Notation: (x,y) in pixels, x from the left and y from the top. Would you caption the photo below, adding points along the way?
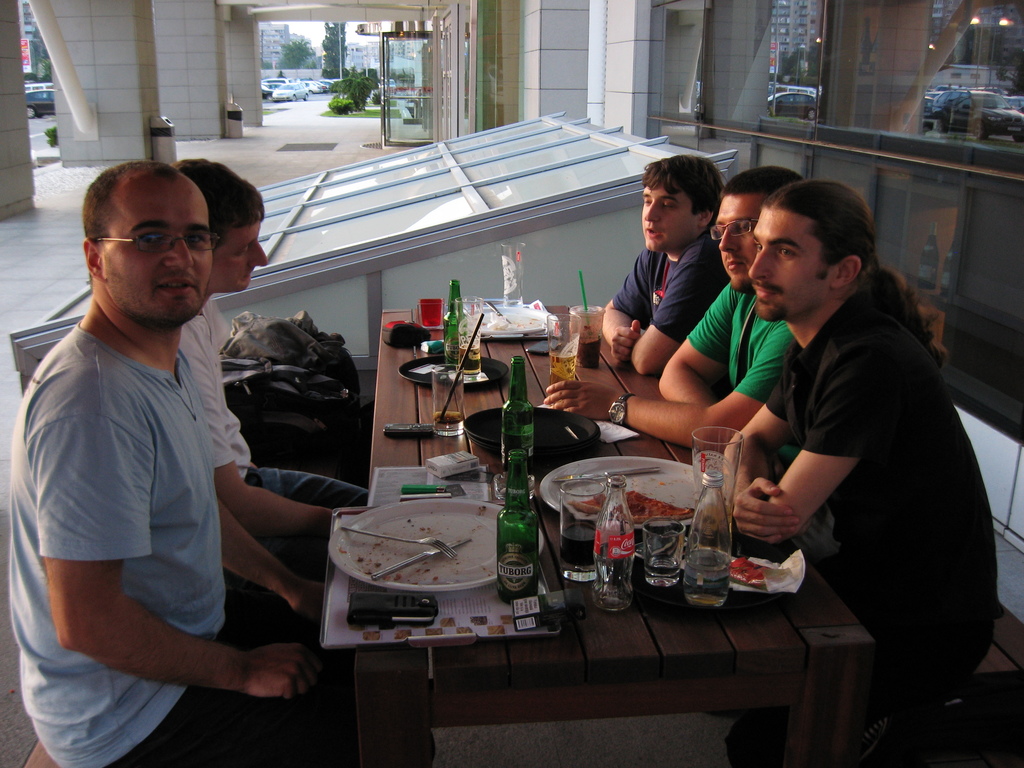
As we can see in the image there is a wall (547,12), door (403,81), cars (330,86), trees (356,90), building (348,61), few people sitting on benches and there is a table (559,459). On table (471,524) there is a plate (479,556), fork (433,543), spoon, bottle (515,466) and glass (452,385).
